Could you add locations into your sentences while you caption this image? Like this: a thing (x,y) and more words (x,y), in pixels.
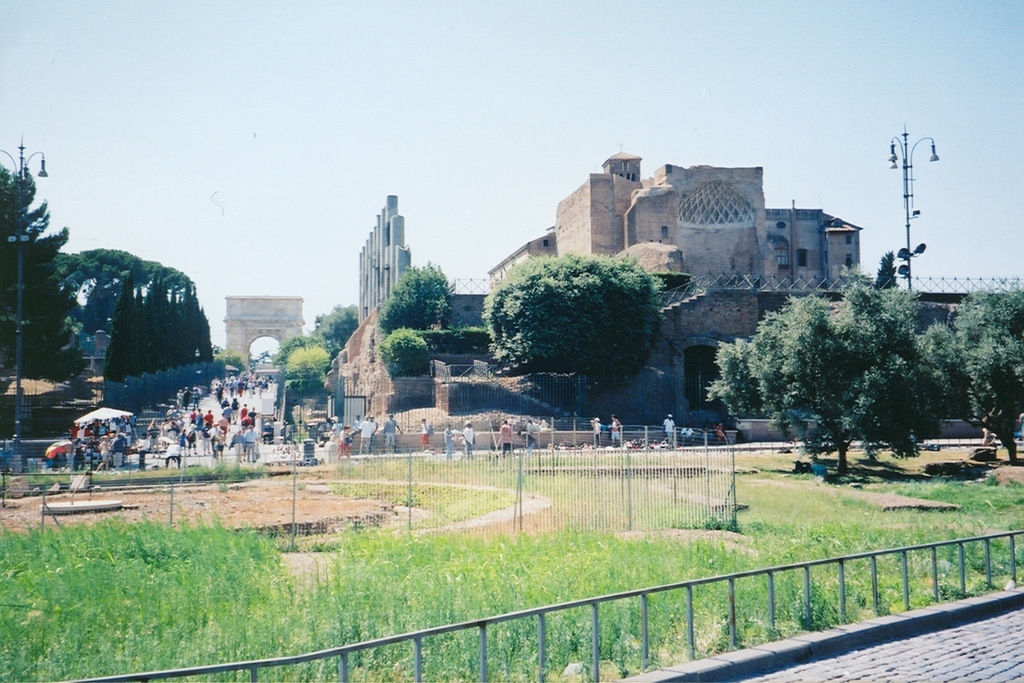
It looks like some monument (261,311) and there are a lot of visitors (212,426) around the monument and there are plenty of trees (151,353) and few poles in front of the monument (344,370).
